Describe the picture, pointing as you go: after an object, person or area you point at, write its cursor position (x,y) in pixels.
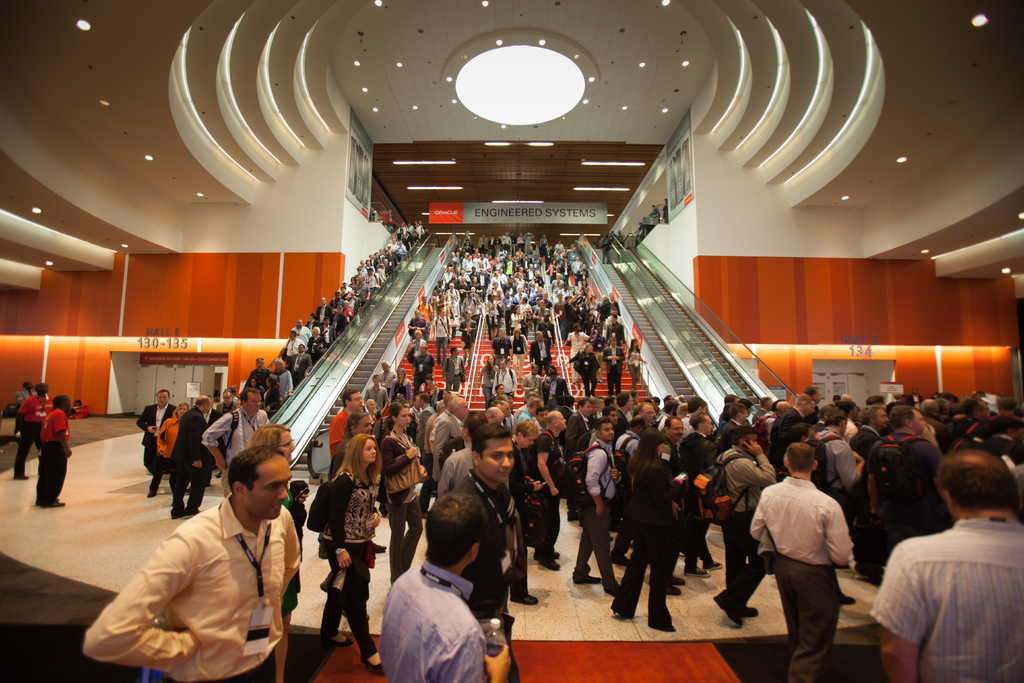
In this picture I can see group of people (498,405) standing, there are lights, boards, escalators (659,268), there are stairs (521,343), iron rods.
